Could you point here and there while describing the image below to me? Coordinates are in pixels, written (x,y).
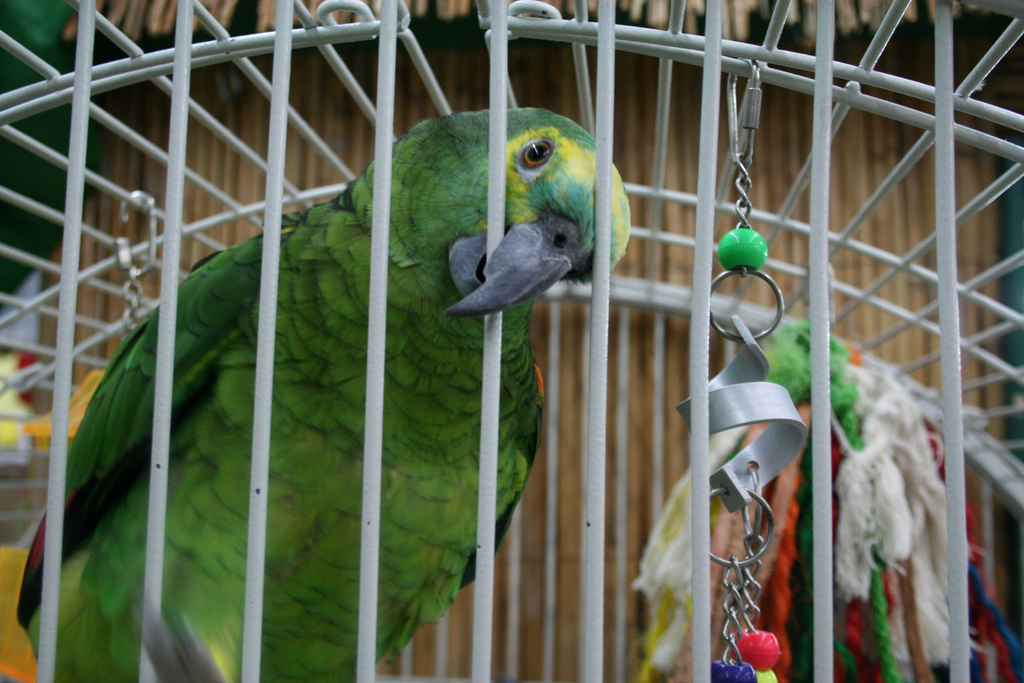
In this image we can see a parrot (450,198) in the cage (264,416).
